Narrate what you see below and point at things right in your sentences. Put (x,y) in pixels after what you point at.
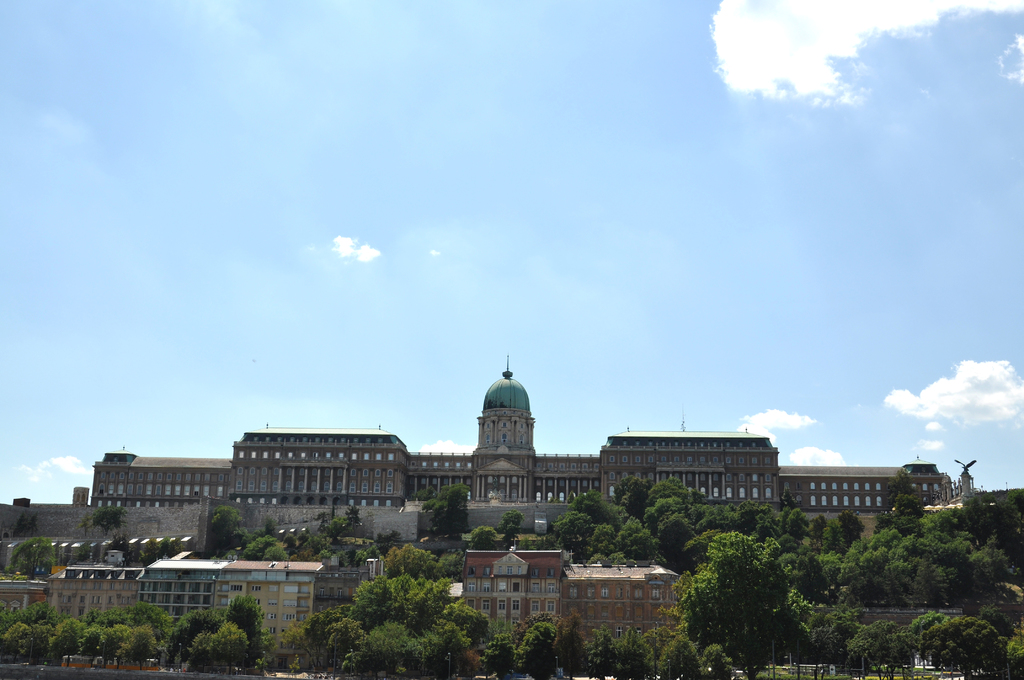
In this image there are buildings (645,572), in front of the building (641,591) there are trees (734,626). In the background (356,264) there is the sky (182,311).
